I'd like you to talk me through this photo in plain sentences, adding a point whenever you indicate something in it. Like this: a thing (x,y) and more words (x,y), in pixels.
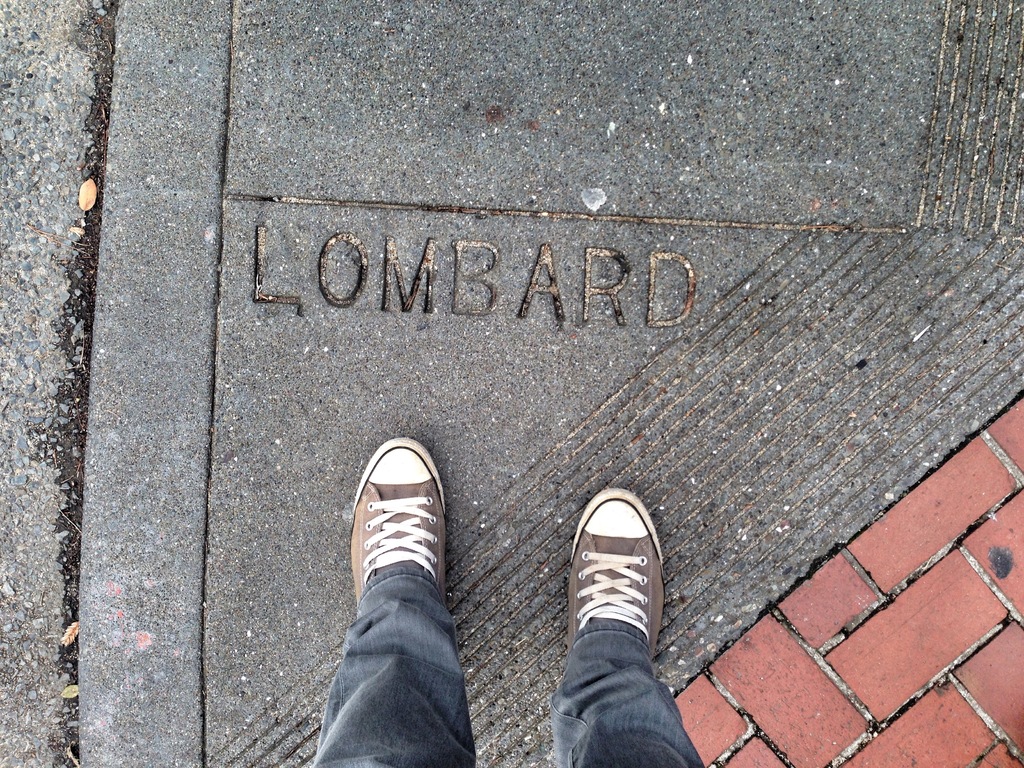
This picture is clicked outside. In the foreground (384,612) we can see the legs (401,709) of a person (635,578) wearing a trouser (582,692) and shoes (367,558). On the right corner (973,503) we can see the pavement (904,616). In the center (585,299) there is a text (585,299) on the ground (307,224).
